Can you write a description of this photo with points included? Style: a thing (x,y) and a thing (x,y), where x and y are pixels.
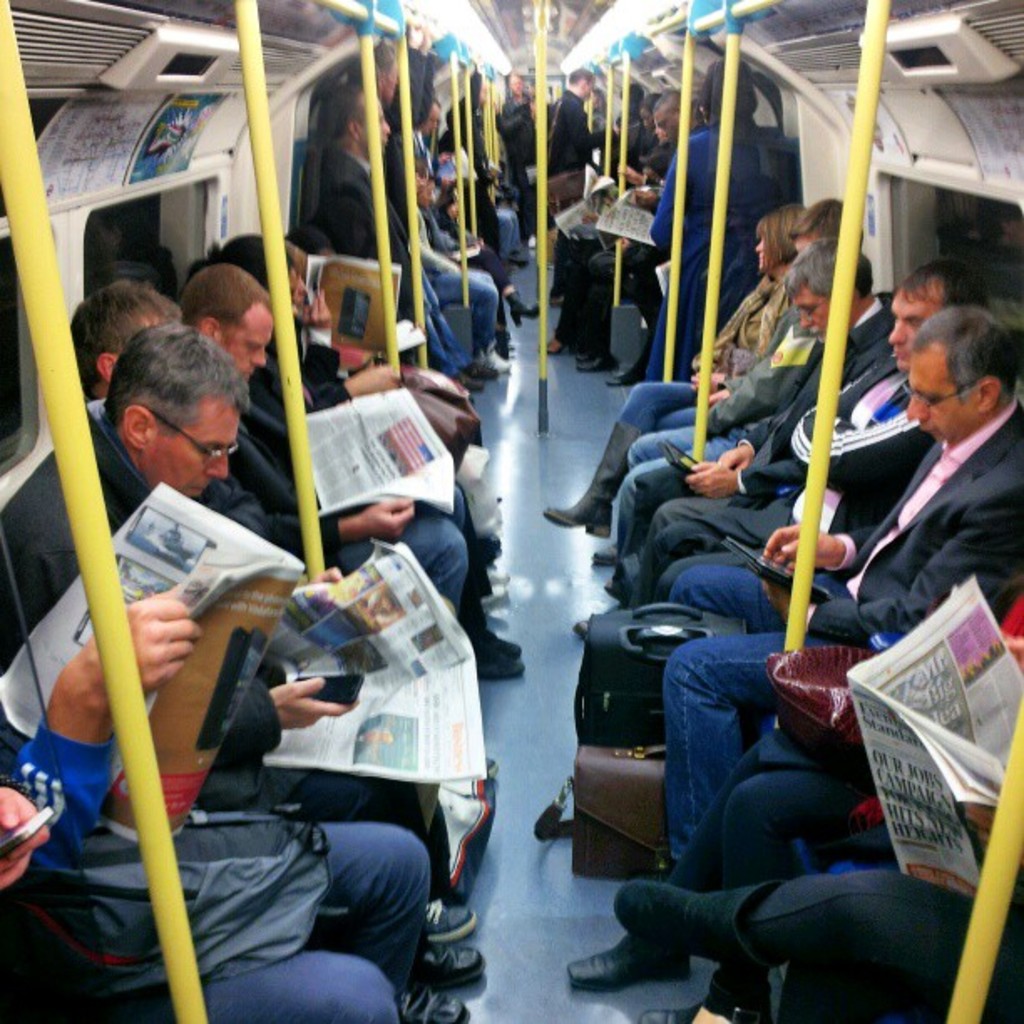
In this image I can see a group of men (770,527) are sitting in the train (997,882), it looks like an inside part (1005,281) of a train (663,22).
